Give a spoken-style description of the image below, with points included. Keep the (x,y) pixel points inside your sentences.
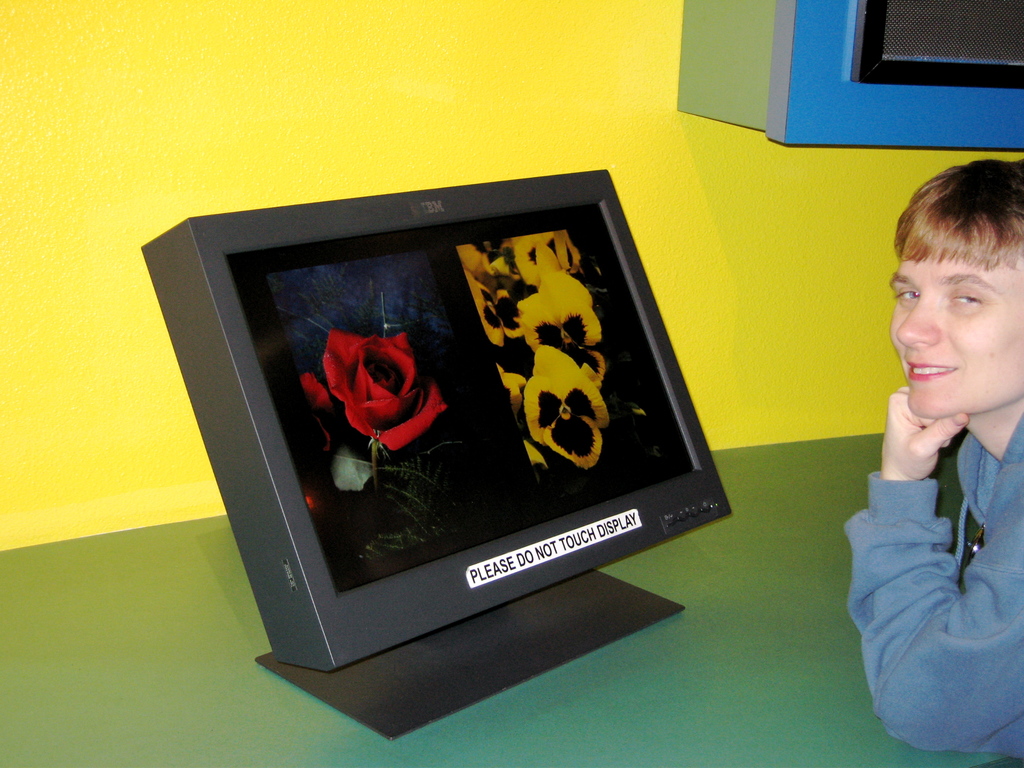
This image consists of a monitor (535,535) in black color is kept on the desk (731,660). To the right (993,650), there is a man (989,568). In the background (330,31), there is a wall (497,39) in yellow color.
